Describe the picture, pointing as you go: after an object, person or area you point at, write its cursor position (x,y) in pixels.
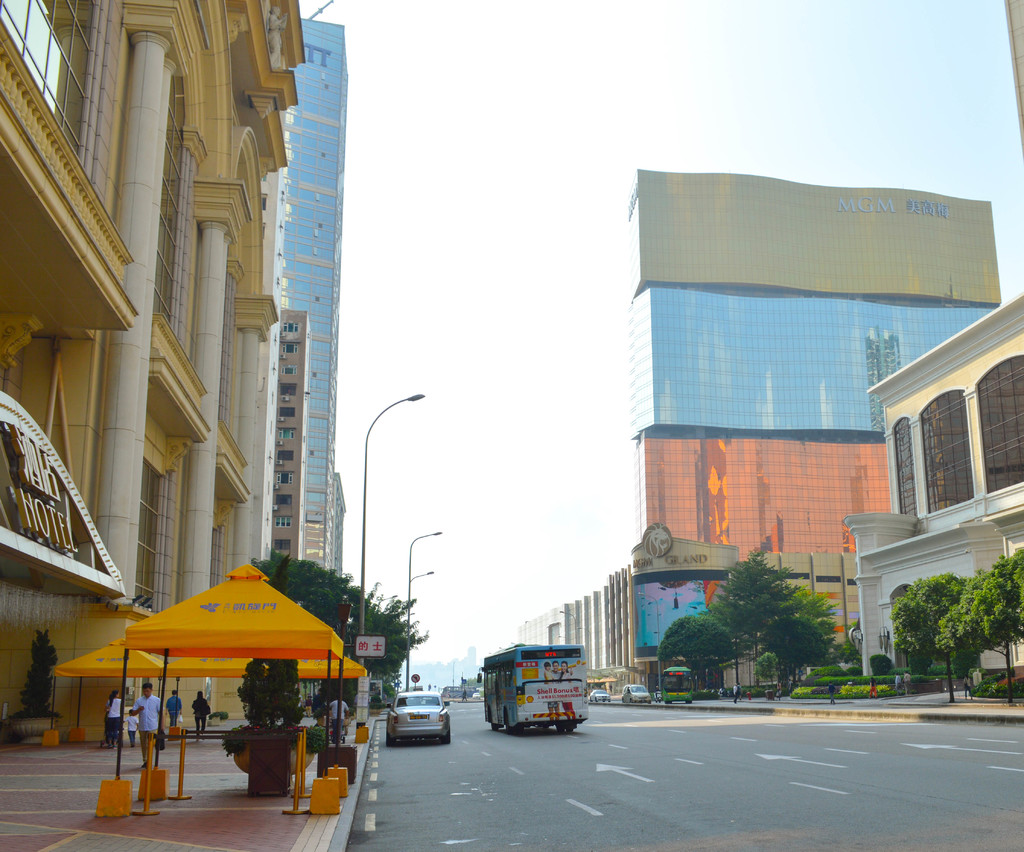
In this image we can see some buildings (641,270) with windows (630,359), pillars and a signboard (93,532). We can also see some tents (181,611), trees (395,626), a sign board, street poles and a group of people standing on the footpath (247,796). We can also see a group of vehicles (522,724) on the road (718,780) and the sky (415,435) which looks cloudy.
